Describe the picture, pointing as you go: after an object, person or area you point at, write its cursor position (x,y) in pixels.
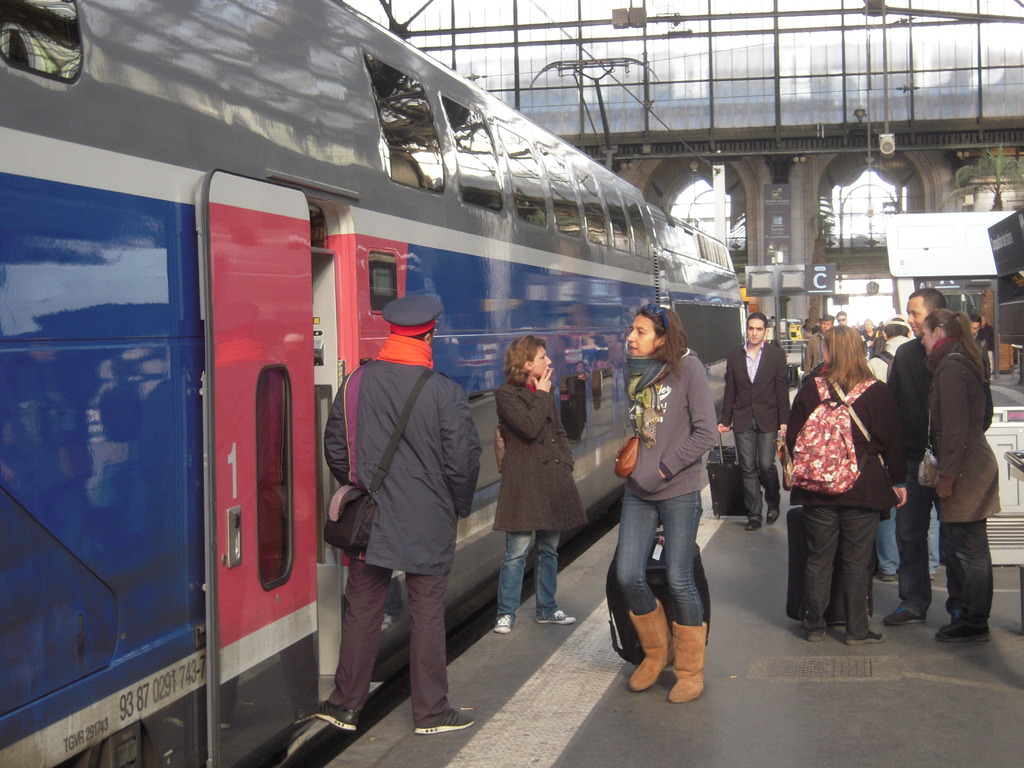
This image is taken in a railway station (514,272). In this image we can see a train (389,133). We can also see a few people (653,487) wearing bags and holding the luggages (711,479). In the background (798,52) we can see the building (818,162), tree (969,174), sign board (834,280) and also some other object (1012,433) on the right (999,531). At the bottom (702,728) we can see the path (734,744).
